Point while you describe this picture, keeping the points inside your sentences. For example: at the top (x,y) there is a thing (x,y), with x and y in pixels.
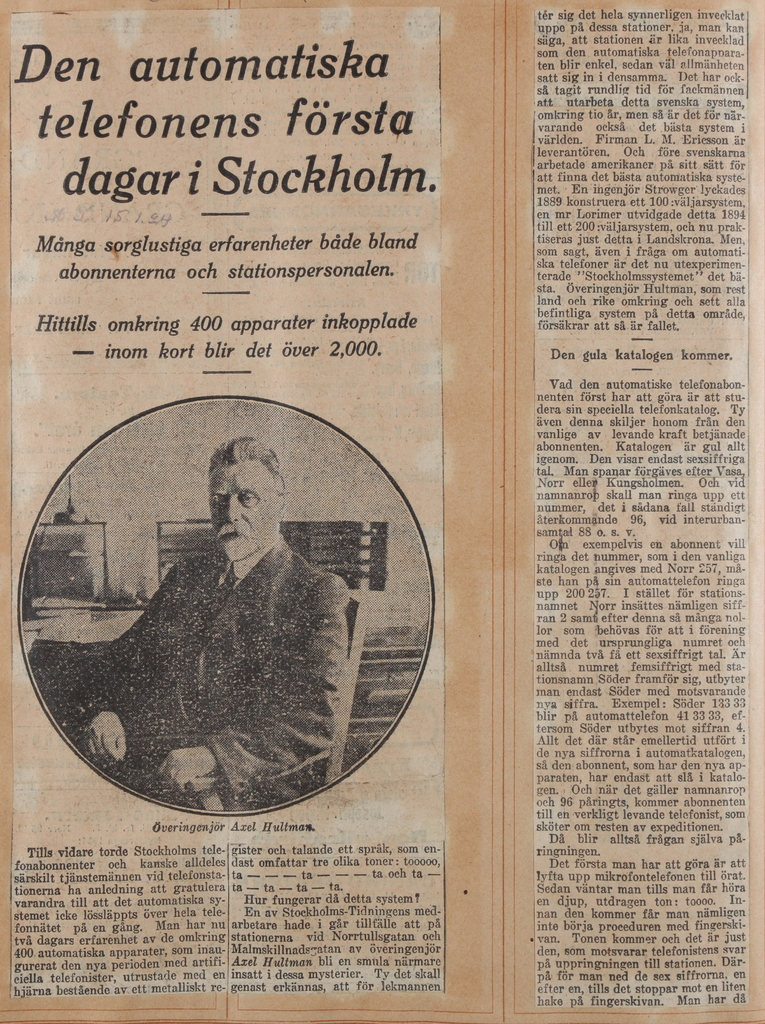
In this image there is a newspaper (442,870) with some text (536,694) and image (347,541) on it.
